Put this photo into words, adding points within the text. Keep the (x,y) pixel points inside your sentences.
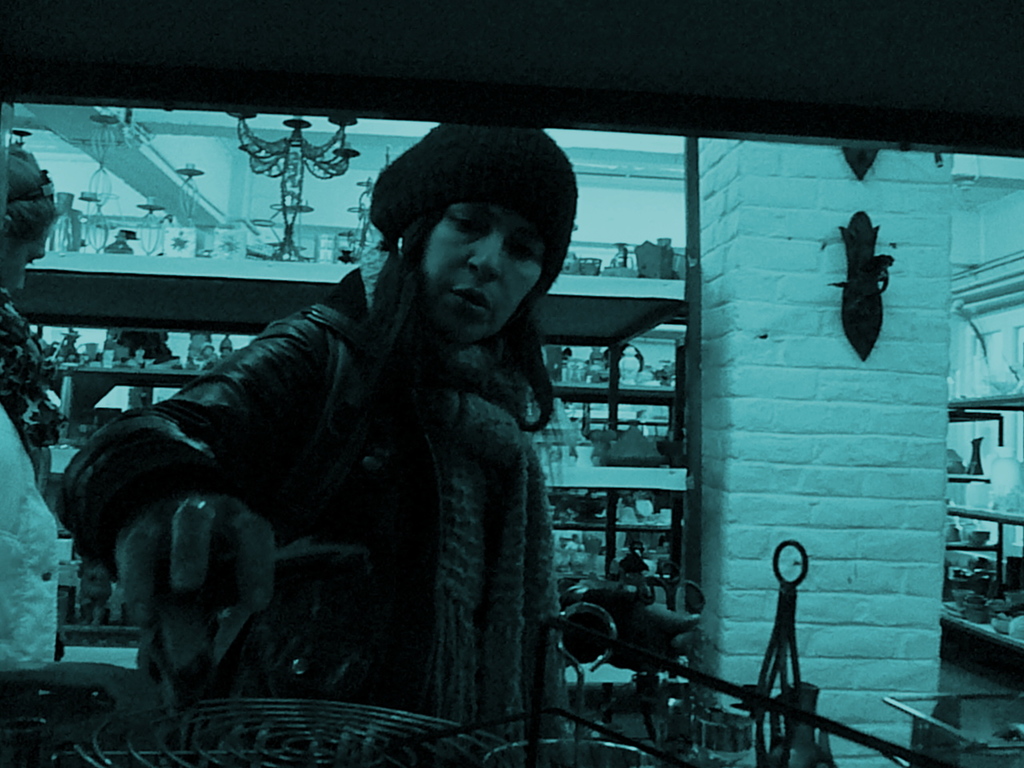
This picture seems to be clicked inside. On the left corner (22,332) there is a person (24,601) seems to be standing on the ground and there is another person (385,380) wearing jacket (271,469), holding some object (179,625) and standing on the ground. In the foreground (242,701) there are some objects (772,743). In the background (861,350) there is a wall (830,393), cabinets (698,283) containing many number of objects (1020,608).
